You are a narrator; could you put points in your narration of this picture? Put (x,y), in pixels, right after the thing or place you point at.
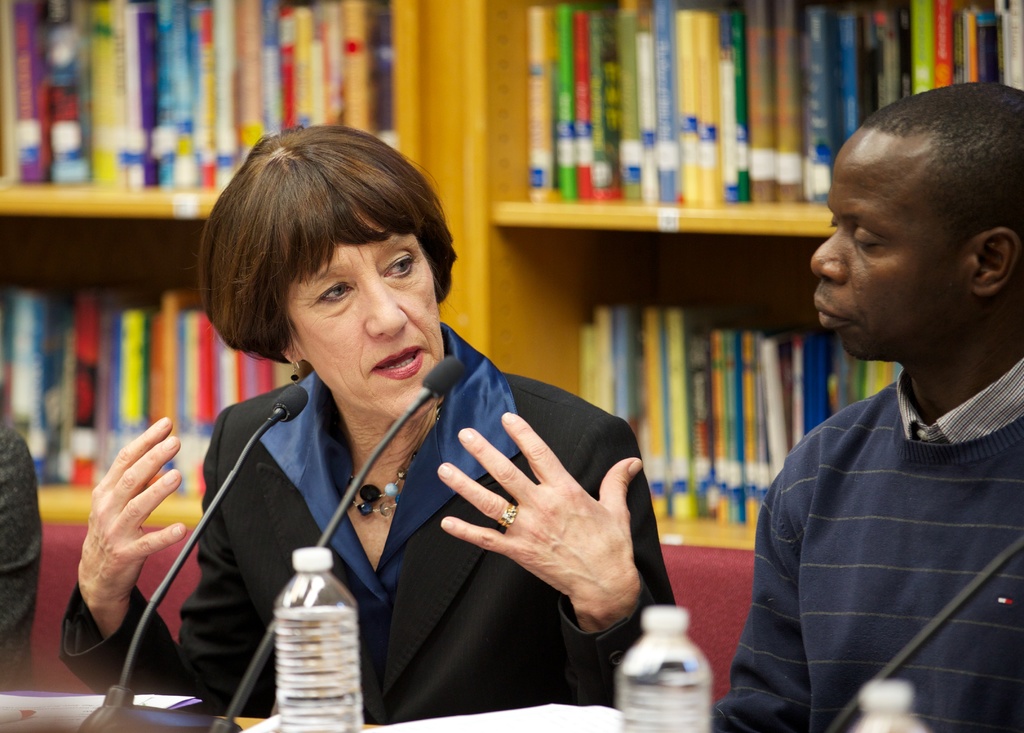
In this picture we can see a woman (528,446) who is talking on the mike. she is in black color suit (446,649). These are the bottles (622,673). Here we can see a person (887,508) who is sitting besides her. On the background (510,60) we can see the rack (494,208), and there are some books (629,142) in that.
